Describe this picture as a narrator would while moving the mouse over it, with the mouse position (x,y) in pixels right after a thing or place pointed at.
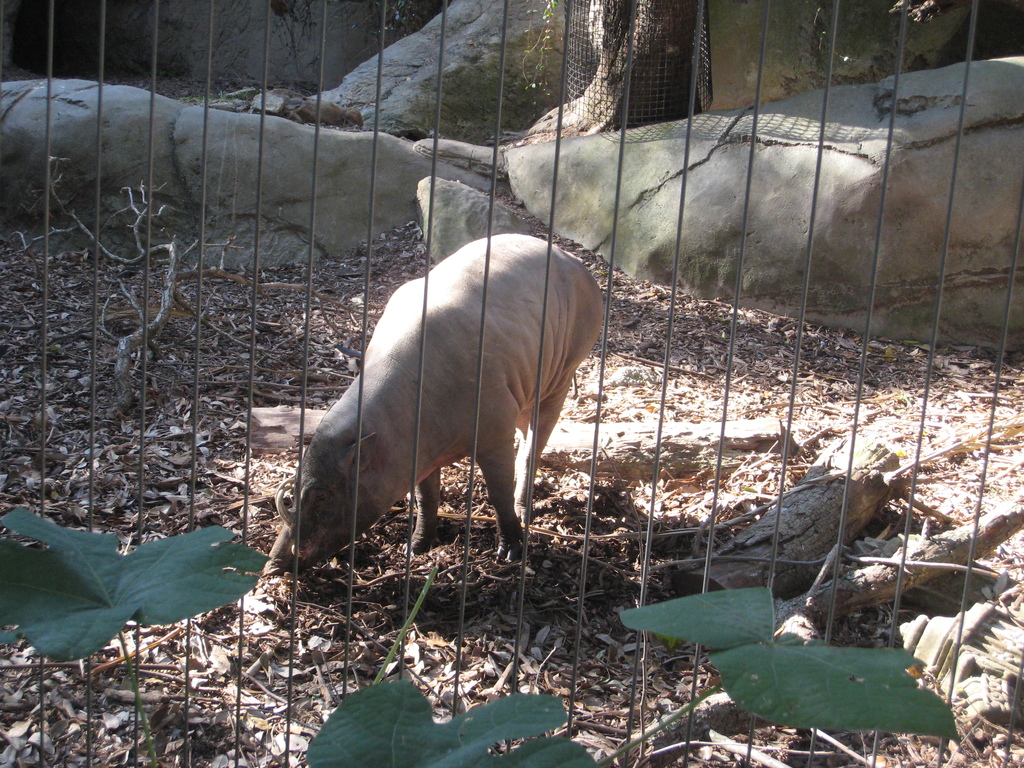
At the bottom of the image (83,549) there are leaves (402,682). Behind the leaves (778,693) there is fencing (646,548). Behind the fencing (436,528) there on the ground (773,412) there are leaves (153,277), wooden logs (753,527) and also there is an animal (370,370) standing on the ground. Behind the animal (381,453) there are rocks (515,107) and also there is a trunk (607,74) with mesh (577,82).
